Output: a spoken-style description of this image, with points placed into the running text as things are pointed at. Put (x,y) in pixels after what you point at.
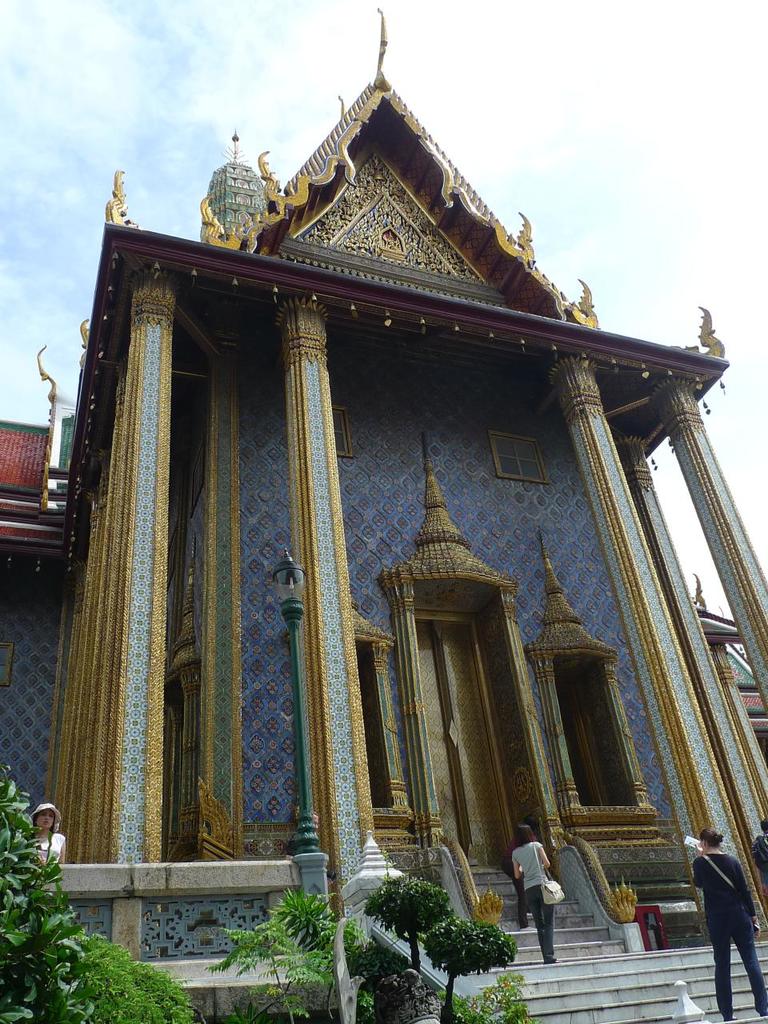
Here we can see a building (492,798) with windows (562,719). In-front of this building (309,568) there are people (507,871), plants (310,903), light pole (283,583) and steps (517,929). Sky (319,27) is cloudy.
